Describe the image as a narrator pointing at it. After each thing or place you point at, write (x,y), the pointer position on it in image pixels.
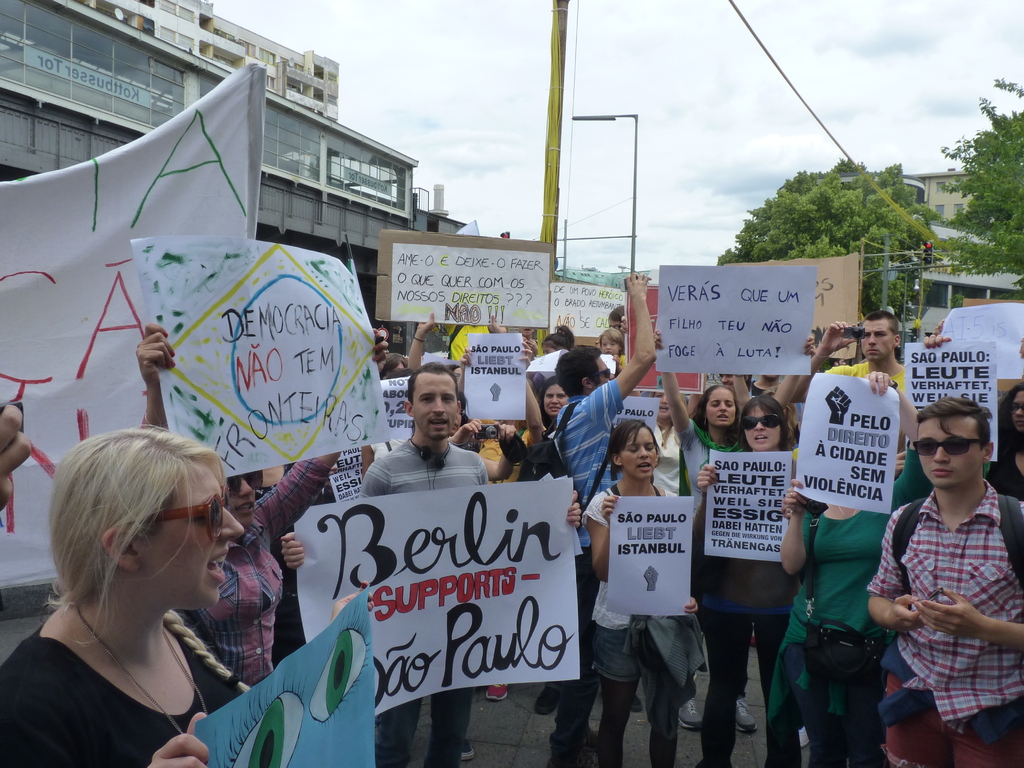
In this picture we can see goggles (972,440), bags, cameras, posters (379,382) and a group of people (751,581) standing on the road (517,702) and at the back of them we can see trees (1005,226), buildings (402,185), traffic signal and some objects (566,266) and in the background (585,152) we can see the sky (730,158) with clouds (663,198).
